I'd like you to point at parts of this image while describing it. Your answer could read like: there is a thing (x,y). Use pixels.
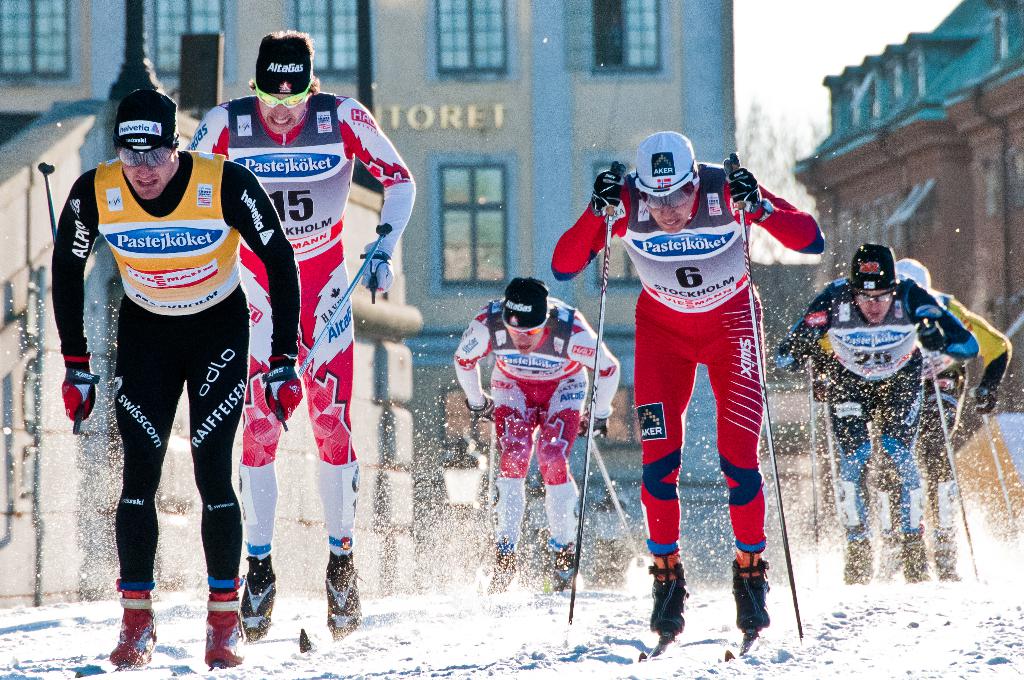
In this image we can see the persons (484,308) holding the sticks (337,314) and skating on the snow (711,612). In the background (509,158) we can see the buildings (834,175) and also a tree (777,149). Sky (746,69) is also visible.
